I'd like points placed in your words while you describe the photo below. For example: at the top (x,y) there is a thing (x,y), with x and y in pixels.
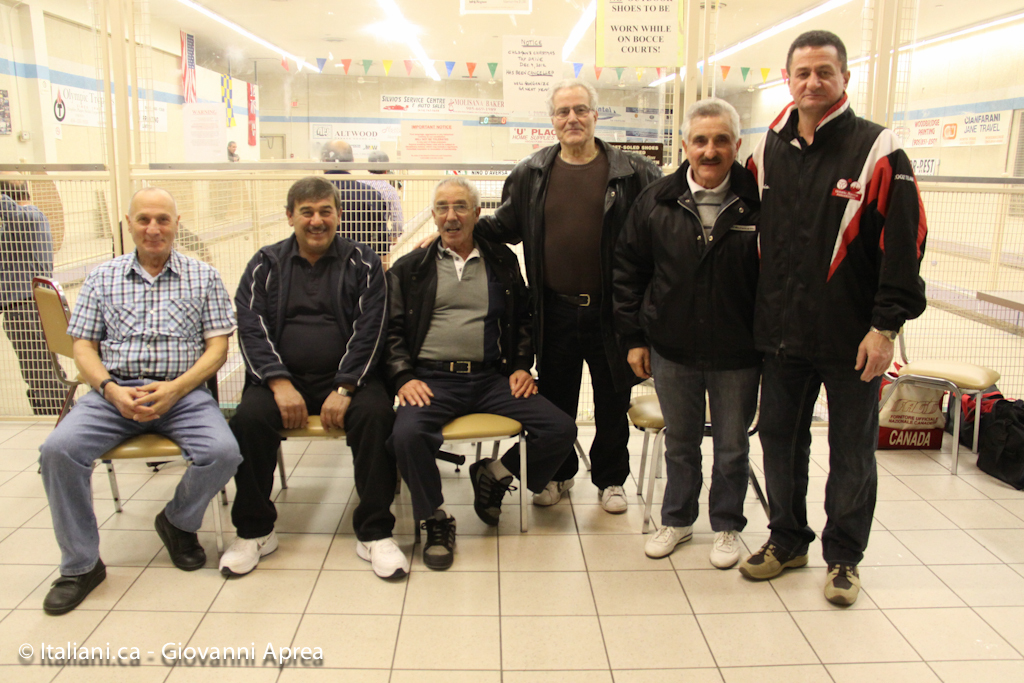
This is an inside view of a room (998,509). Here I can see three men (347,322) are sitting on the chairs (513,423) and three men (581,217) are standing. Everyone is smiling and giving pose for the picture. On the right side (912,430) there are few bags (932,432) placed on the floor (912,454). On the left side (16,269) there is a person (31,272) standing. At the back of these people (447,228) there is a net (245,189), behind few people (371,173) are standing. In the background (629,61), I can see many posters (658,47) attached to the wall (330,98). In the bottom left (103,655) there is some edited text (171,653).
